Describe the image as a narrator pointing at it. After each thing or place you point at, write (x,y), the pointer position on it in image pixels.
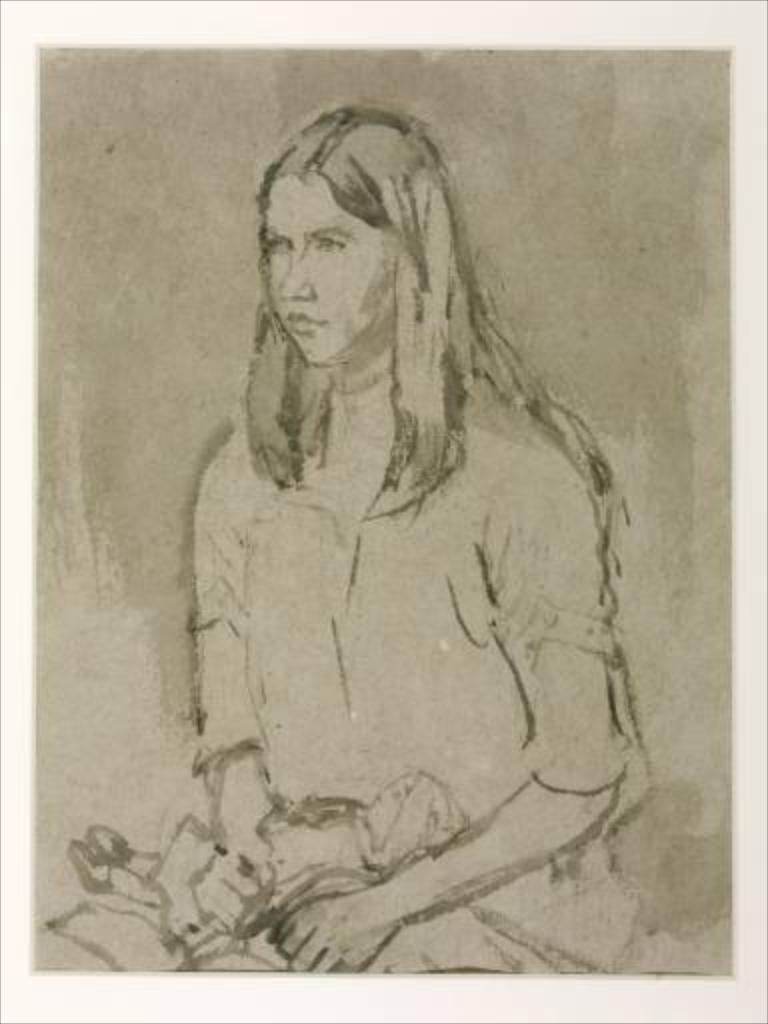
In this image, we can see a woman sketch (421,819). The borders of the image, we can see white color.
